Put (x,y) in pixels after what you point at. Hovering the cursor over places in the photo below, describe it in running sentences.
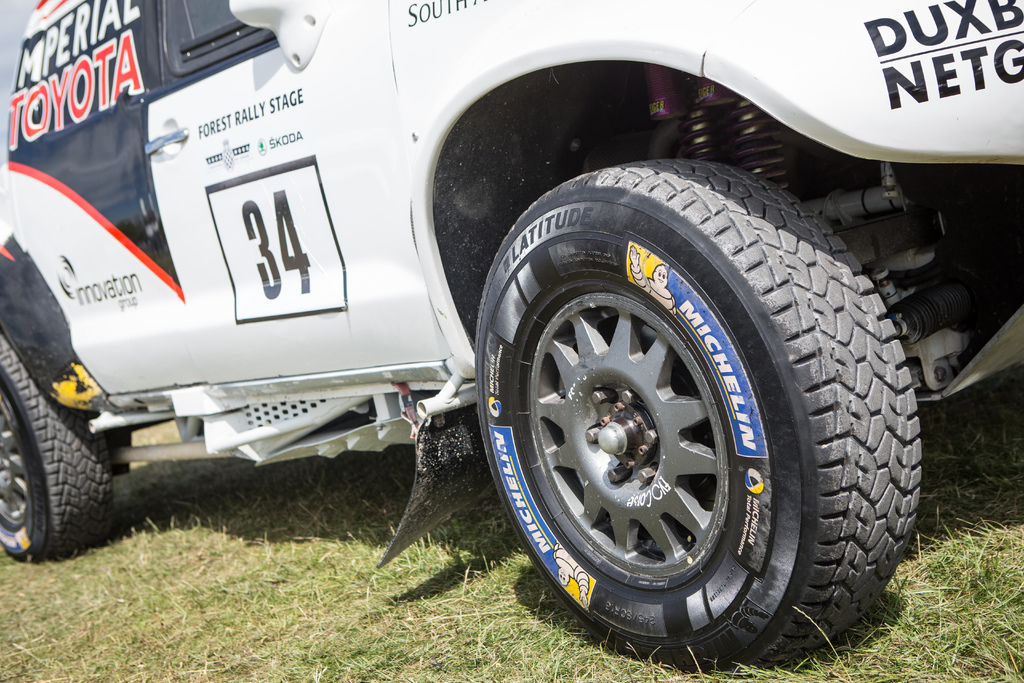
In this image, we can see a vehicle (916,74) which is in white color is placed on the grass (446,646). On the left side (20,20), we can also see a sky (22,33).
